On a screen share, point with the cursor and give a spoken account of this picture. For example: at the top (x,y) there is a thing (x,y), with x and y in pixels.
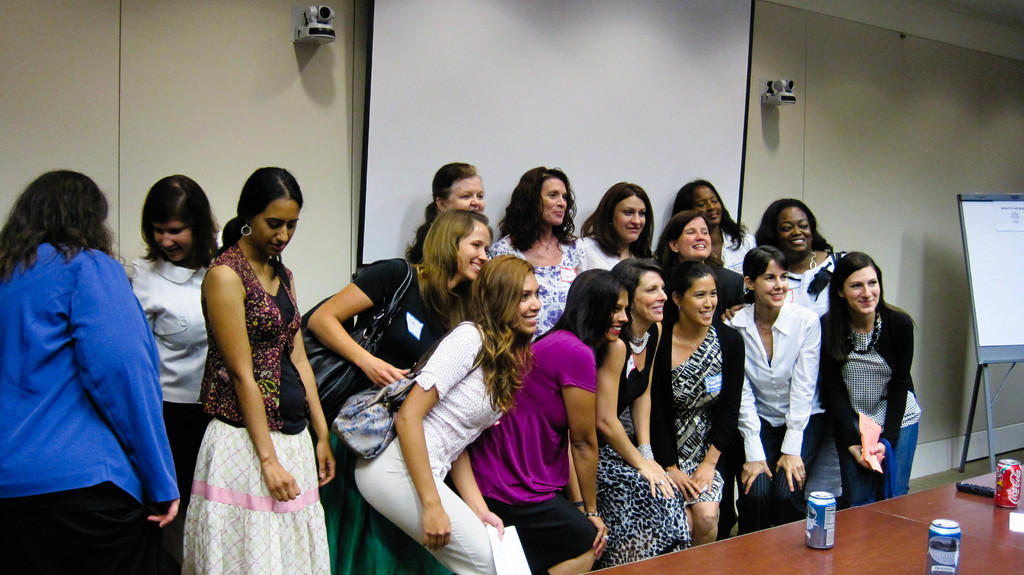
In this image I can see group of people (599,432) standing. In front (1006,324) I can see few things (935,567) on the table (910,546) and I can also see the board (977,313). In the background (878,219) I can see the projection screen (613,106) and the wall (869,148) is in cream color.
